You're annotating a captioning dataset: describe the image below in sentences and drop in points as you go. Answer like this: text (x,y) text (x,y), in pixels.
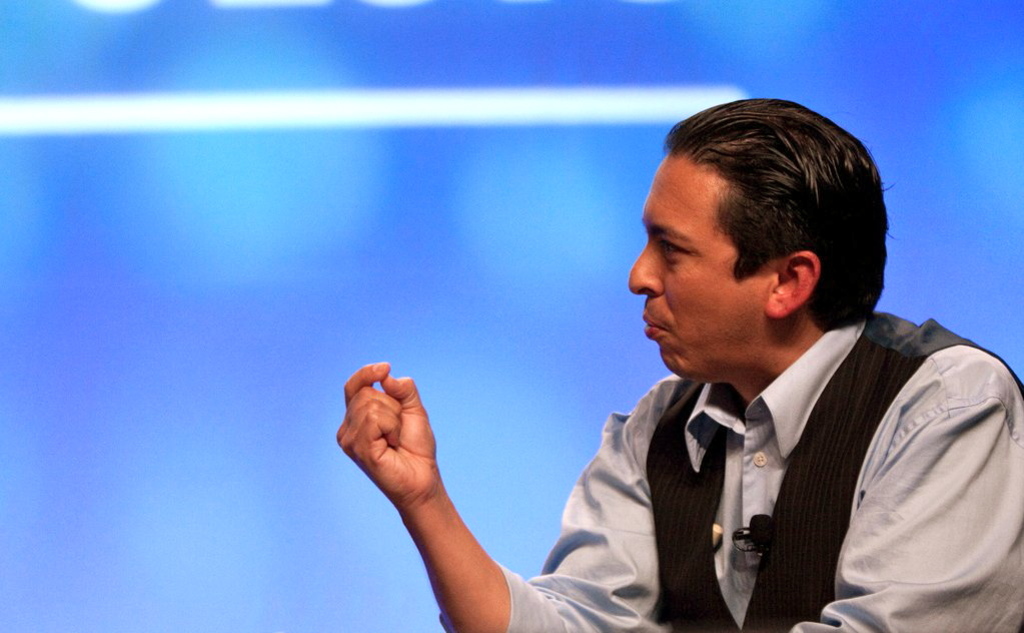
In this picture I can see a man (701,224) in front (504,611) and I see that he is wearing formal dress (824,479). I see that it is white and blue color background (43,55).
